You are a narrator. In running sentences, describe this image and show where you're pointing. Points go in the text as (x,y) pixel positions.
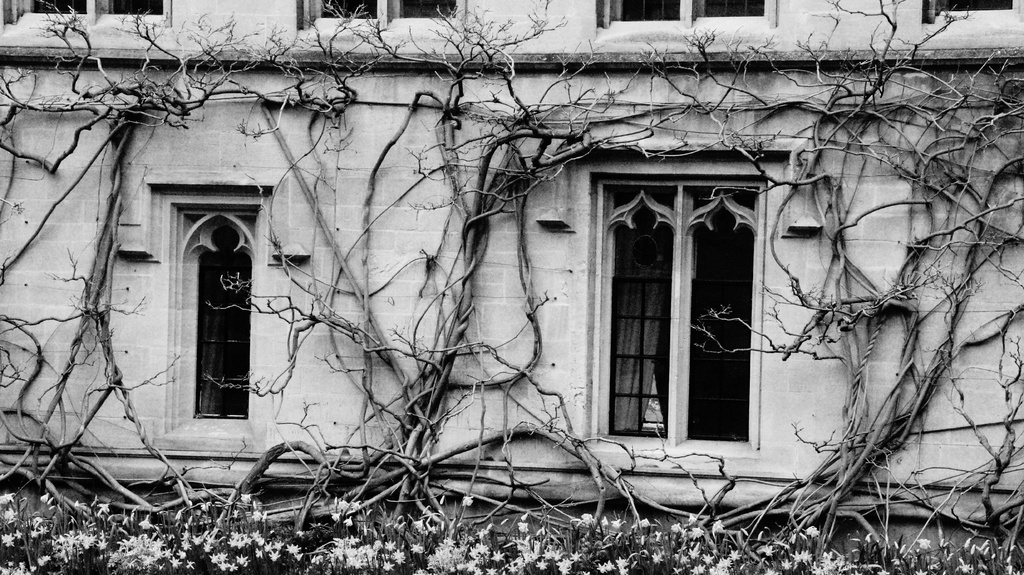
In this black and white image there is a building (492,430), in front of the buildings (453,429) there are trees (431,452), flowers (442,544) and plants (701,556).
